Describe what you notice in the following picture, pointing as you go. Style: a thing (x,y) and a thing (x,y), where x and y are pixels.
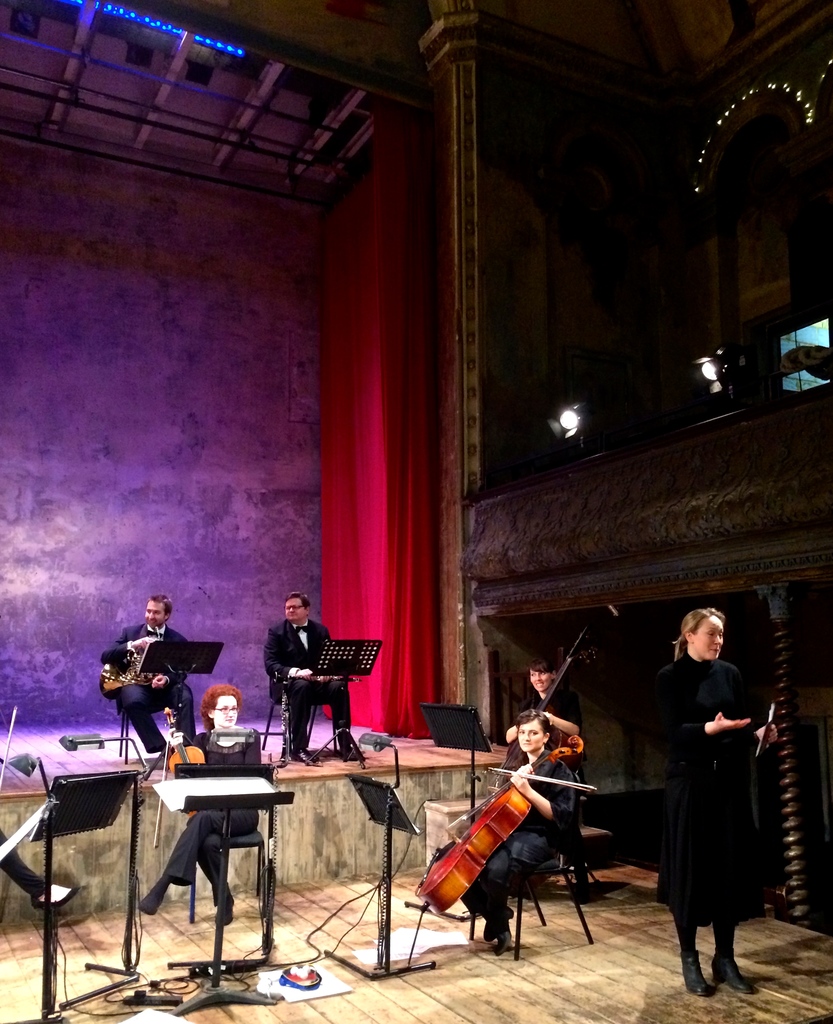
In this image In the middle (308,652) there is a man (305,699) he is sitting on the chair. On the right (692,642) there is a woman (519,830) she is playing cello (523,806) and there is a woman (716,782) she is talking. On the left (200,830) there is a woman (186,834) she is sitting she's playing violin (176,757). In the background (407,412) there is curtain (394,442) and lights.
